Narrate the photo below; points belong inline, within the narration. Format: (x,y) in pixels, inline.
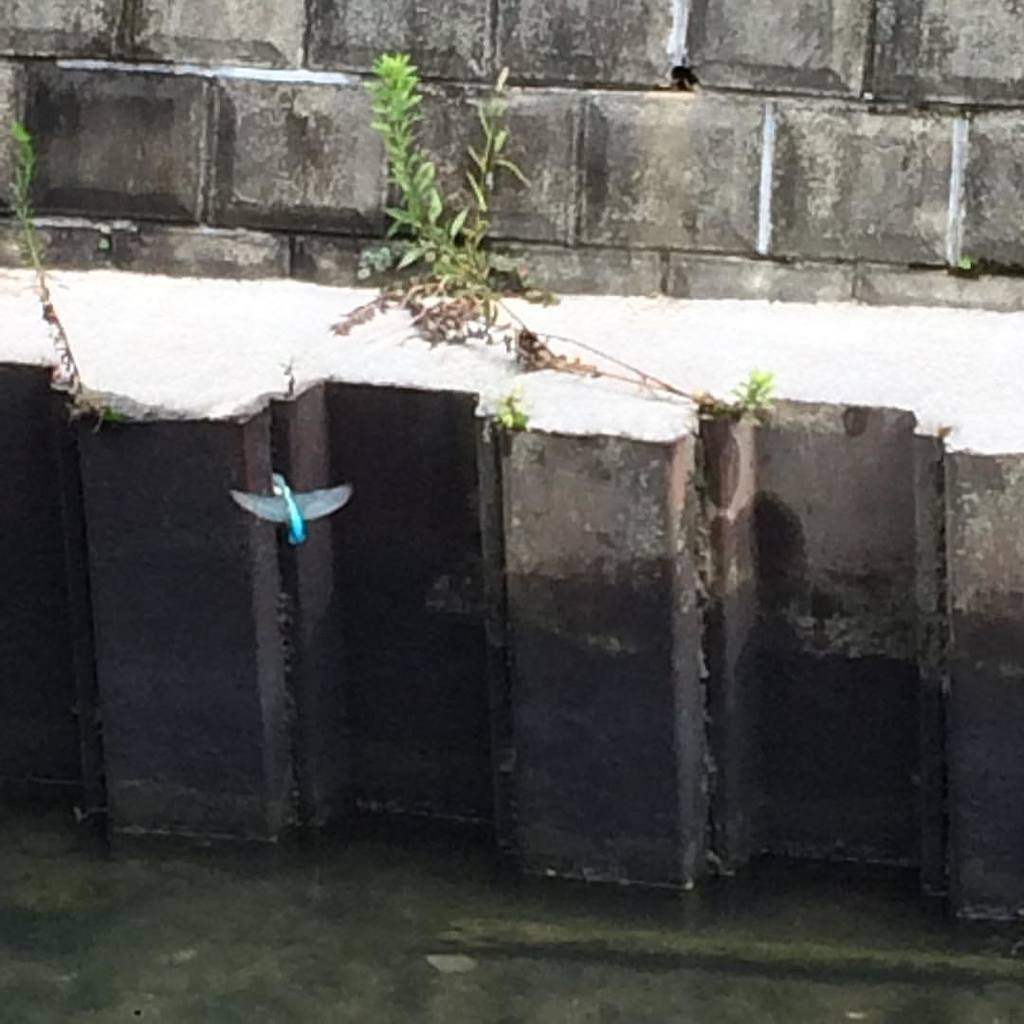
In this image I can see a blue colour thing (338,489) and grass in the center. I can also see the wall (804,146) in the background (531,172).
